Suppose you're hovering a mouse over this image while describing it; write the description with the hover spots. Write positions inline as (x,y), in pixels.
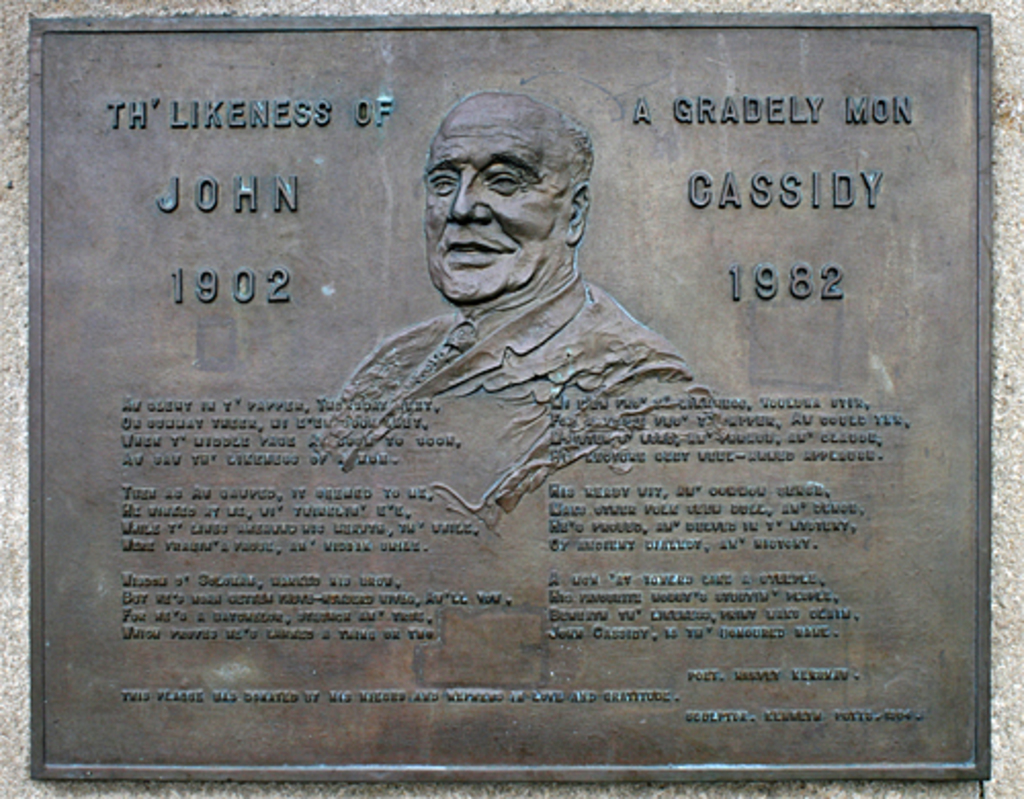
In this image we can see there is a statue (450,347) of a person (437,360) and there is some text (237,421) on it.
